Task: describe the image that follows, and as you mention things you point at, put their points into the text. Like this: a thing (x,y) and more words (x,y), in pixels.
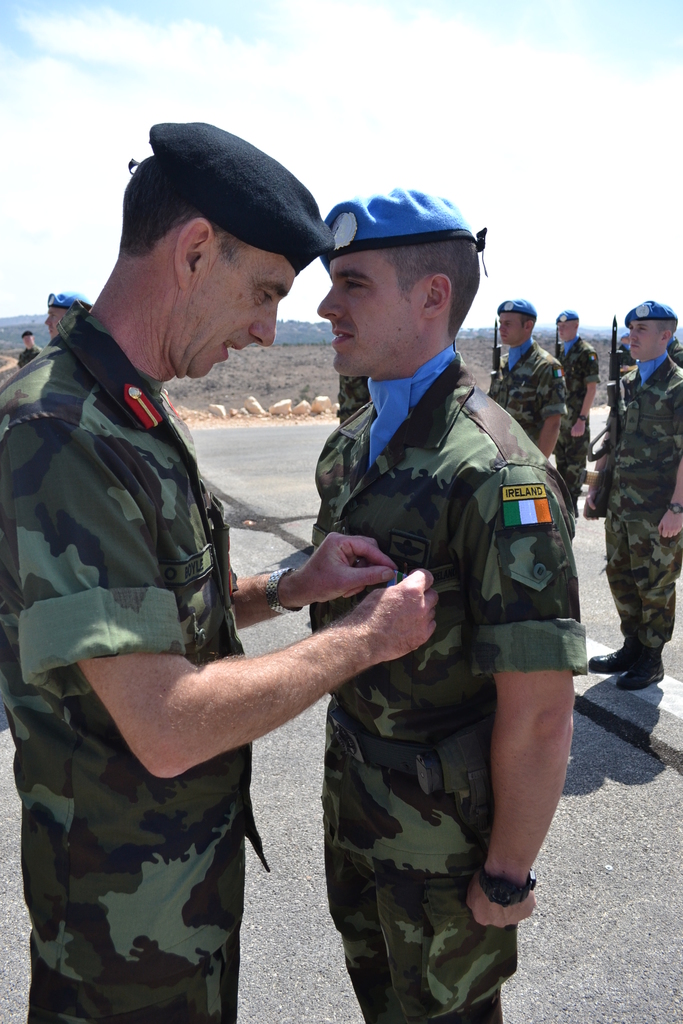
In this picture we see army (188,191) standing on the ground (597,702). On the left side (178,358), we can see a senior army official (104,499) pinning a badge (396,573) on the chest (414,551) of another army official (404,508). Here the sky (271,88) is blue.
